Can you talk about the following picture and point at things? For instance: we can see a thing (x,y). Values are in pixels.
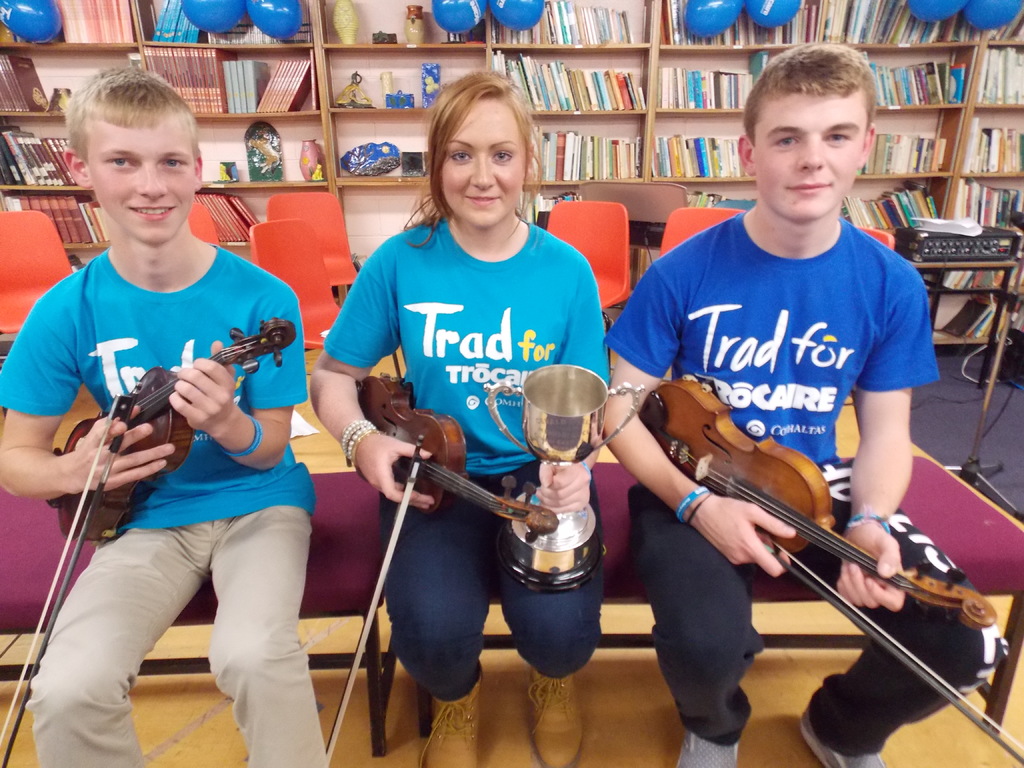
There are 3 people (487,235) sitting on the chair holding violin (473,480) in their hand (84,455) and a person (543,469) in the middle (570,461) is holding a cup (554,438) in her hand (584,497). Behind her there are chairs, balloon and books (582,88) in the shelf (618,91).
